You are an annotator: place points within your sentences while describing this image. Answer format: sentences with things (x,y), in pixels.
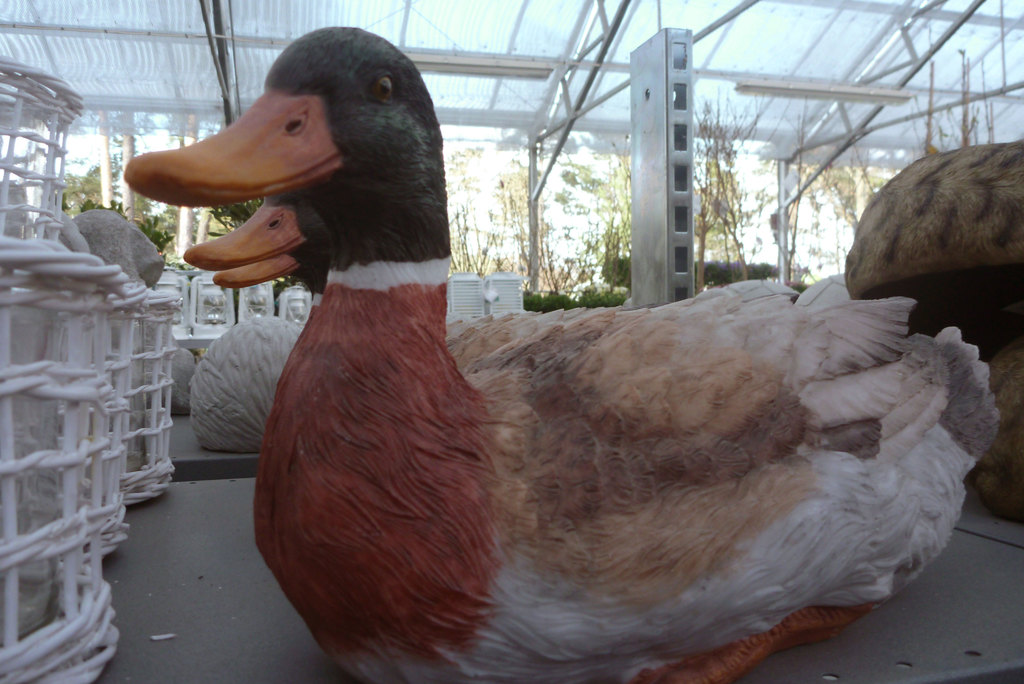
In the picture there are few ducks (331,270) and around the ducks (330,318) there are some stones (971,273) and in front of the ducks (690,599) there are few white color objects (76,487) and above the ducks (377,151) there is a roof (840,6), in the background (617,173) there are many trees (101,174).
